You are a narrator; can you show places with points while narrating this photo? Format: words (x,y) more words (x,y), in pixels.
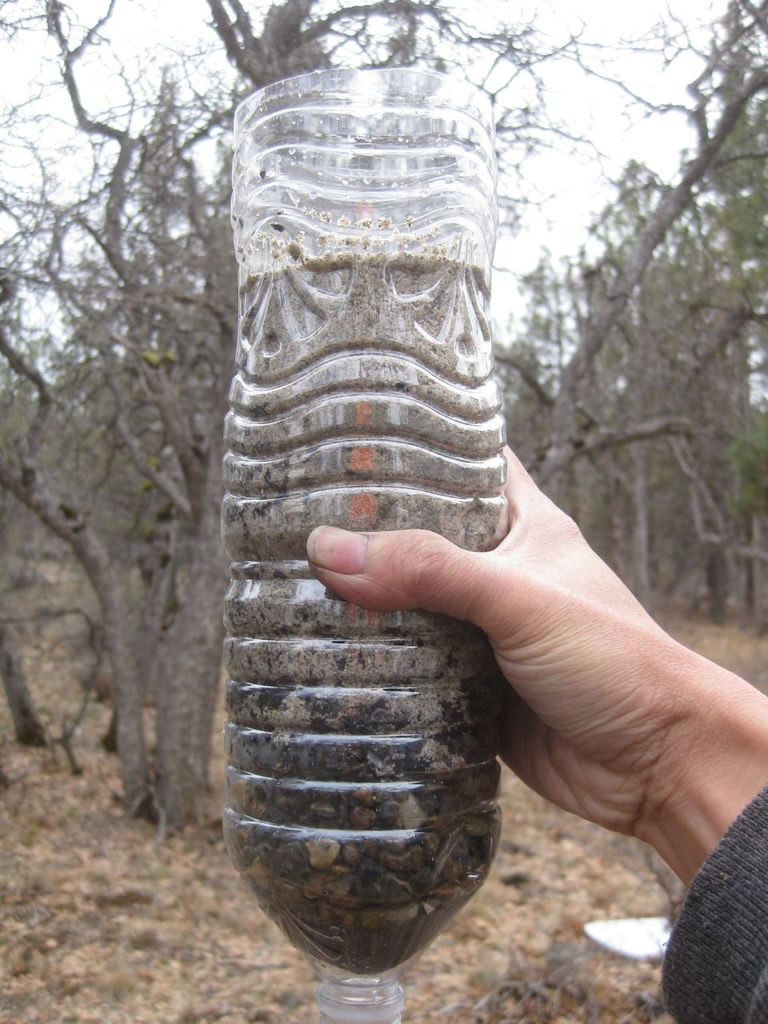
In this image, we can see a bottle (363,448) that is filled with a stones (346,860) and some liquid (394,850). The bottle (366,400) is holding by a human (626,753). We can see human hand (553,638) here and some cloth (710,944) here. The background (658,381) we can see here few trees (180,357) and sky (546,244).
